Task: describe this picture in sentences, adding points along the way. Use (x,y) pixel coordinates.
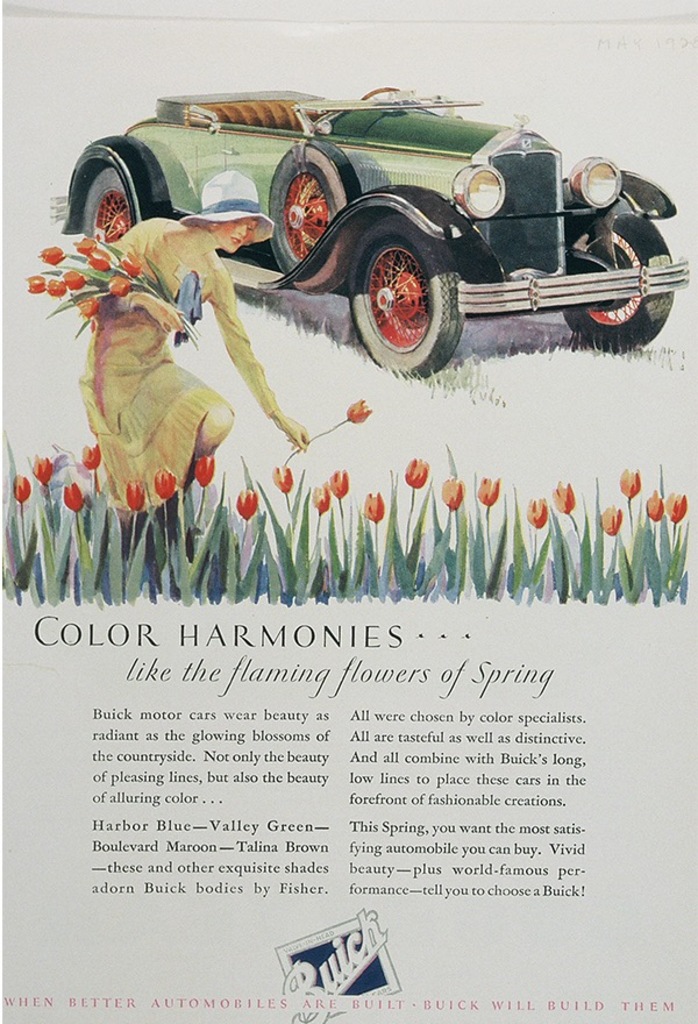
This is a poster having a painting (526,360), a logo (332,950) and texts (426,803). In the painting (215,349), there is a woman (242,190) wearing a cap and holding flowers (74,275). Beside her, there are plants (116,511) having flowers (40,458). In the background (596,255), there is a vehicle (572,299) on the ground (594,349), on which there is grass (594,349).
